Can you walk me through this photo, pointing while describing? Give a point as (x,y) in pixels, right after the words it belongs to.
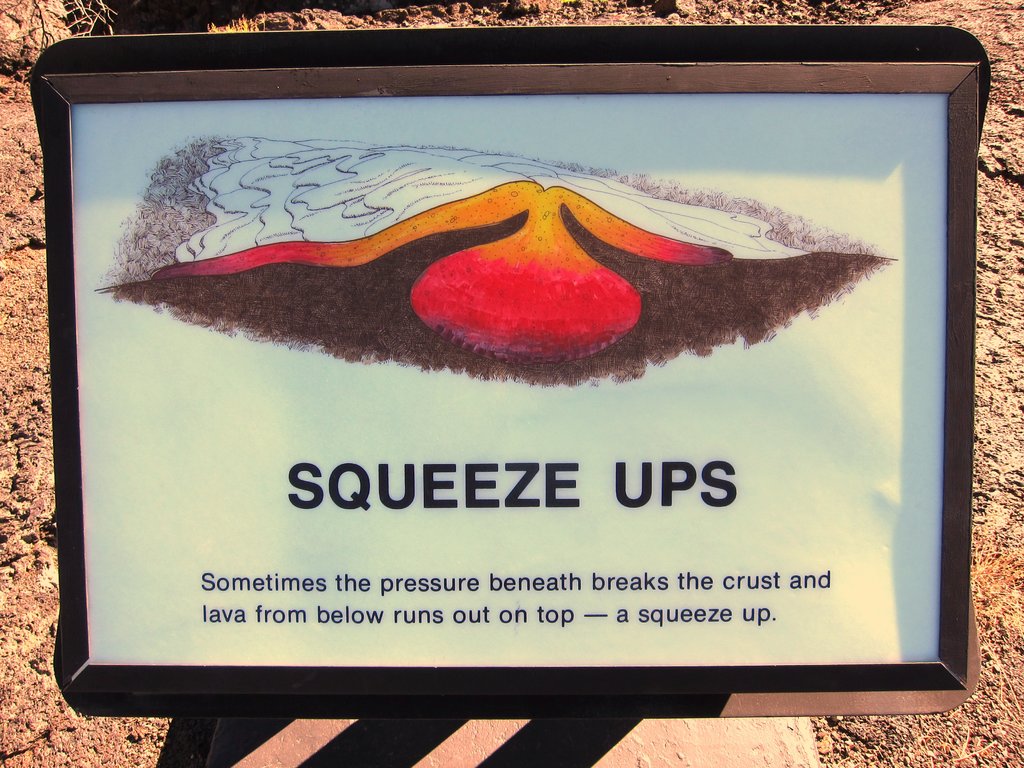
In this picture there is a poster (566,409) which is placed on this black steel box (68,95). Behind that I can see the stones (1023,25) and dry leaves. In that poster (594,286) I can see the painting (373,165) which shown about the lava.
